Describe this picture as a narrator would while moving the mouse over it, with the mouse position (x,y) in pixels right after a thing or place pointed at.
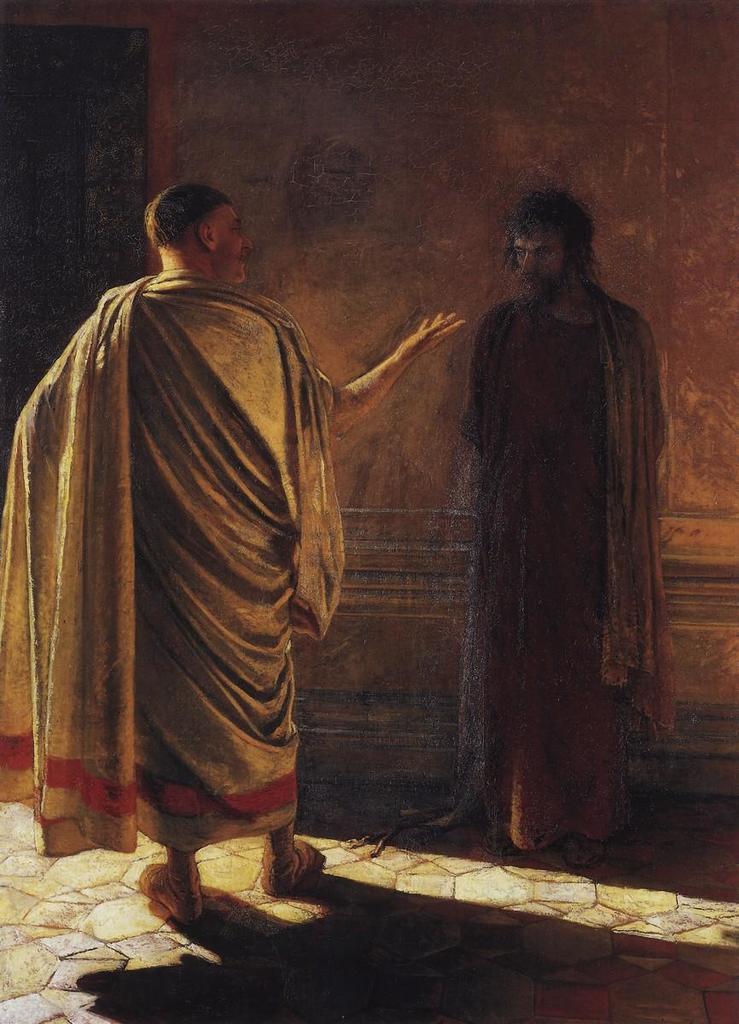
In this picture we can see two persons (218,506) who are standing near to the wall (413,265). On the top left (59,253) we can see door (19,142).
